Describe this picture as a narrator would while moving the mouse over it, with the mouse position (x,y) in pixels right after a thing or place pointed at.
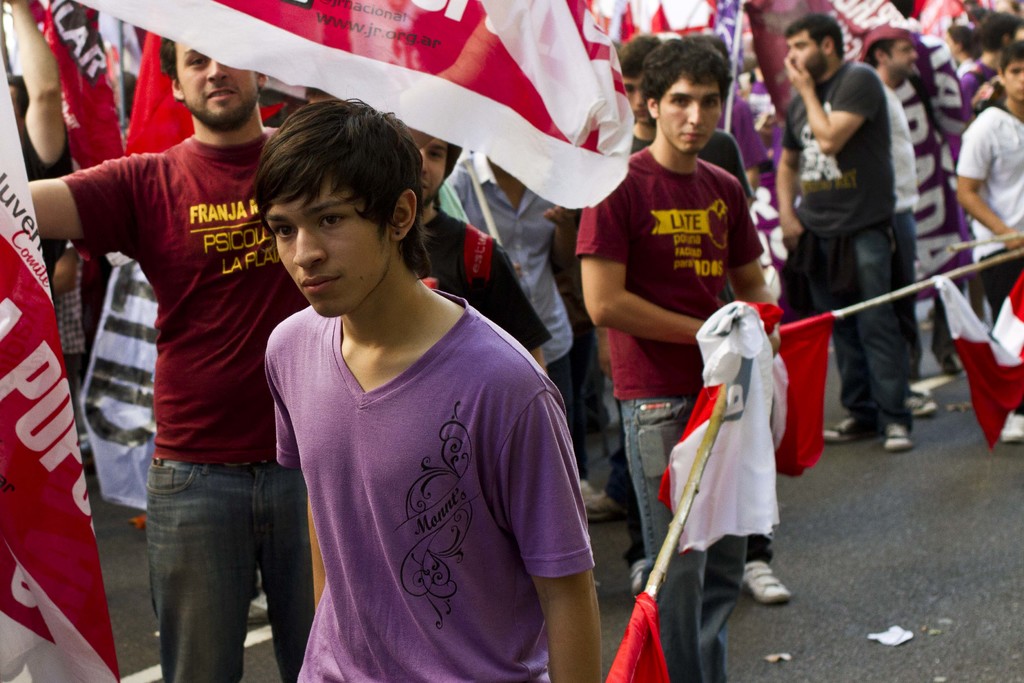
To the front of the image (525,513) there is a man (363,381) with violet t-shirt (429,396) is standing. Behind him there are few people (654,152) with maroon t-shirt (629,163) is standing. They are holding the pink and white color posters (496,52) in their hands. To the right of the image (837,286) there is a pole (954,274) and few people (812,226) are holding it. To the right bottom of the image (892,567) there is a road (843,589).
